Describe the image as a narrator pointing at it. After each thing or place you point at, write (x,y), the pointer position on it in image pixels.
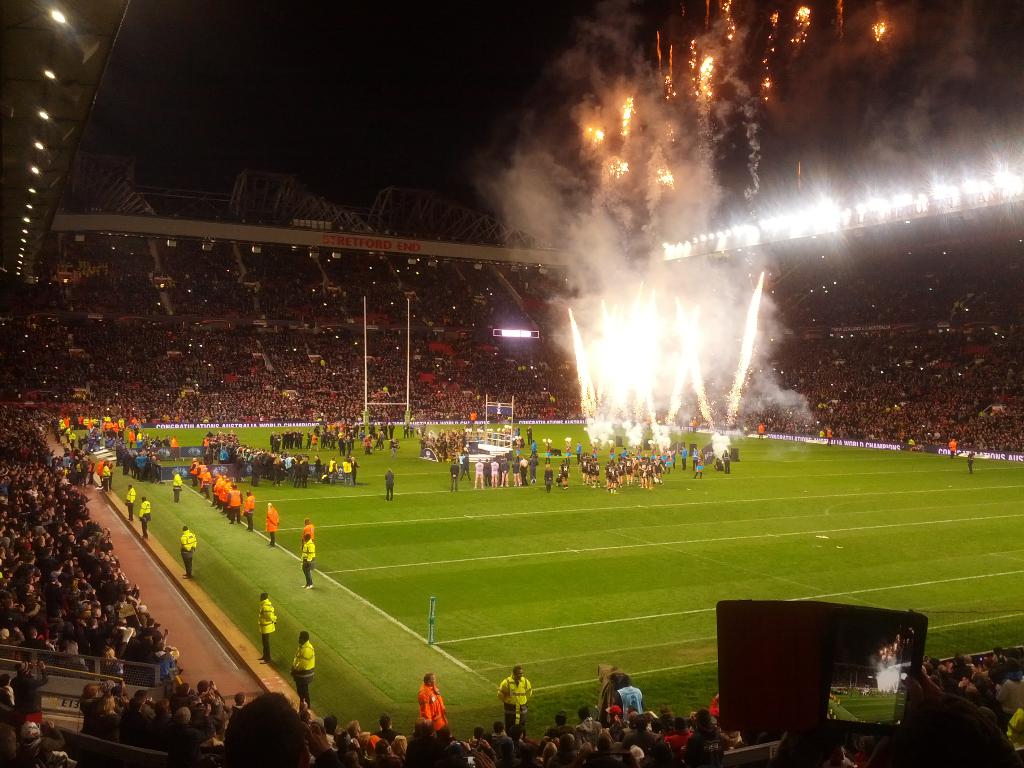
On the left (88,599) and right side of the image (871,372) I can see people (982,443). In the middle of the image (482,490) I can see the playground (498,585). In the background (348,469), I can see groups of people (456,345). At the top of the image (30,219) I can see the lights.
